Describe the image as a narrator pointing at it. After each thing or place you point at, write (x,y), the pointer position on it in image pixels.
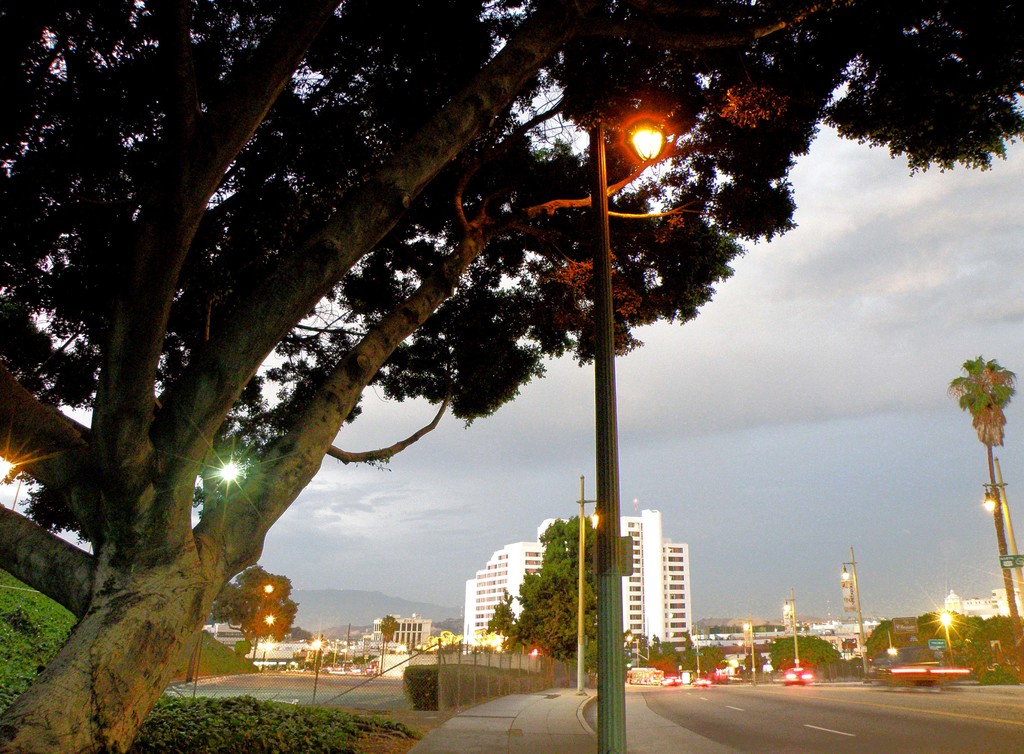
In this image there is a road (880,706), on that road (722,711) vehicles (916,675) are moving, beside the road (761,713) there is a footpath (549,719), on a footpath (584,691) there are light poles (578,605), in the left side (290,379) there is a tree (500,250), in the background (520,581) there are buildings (677,597) and a cloudy sky (831,424).
